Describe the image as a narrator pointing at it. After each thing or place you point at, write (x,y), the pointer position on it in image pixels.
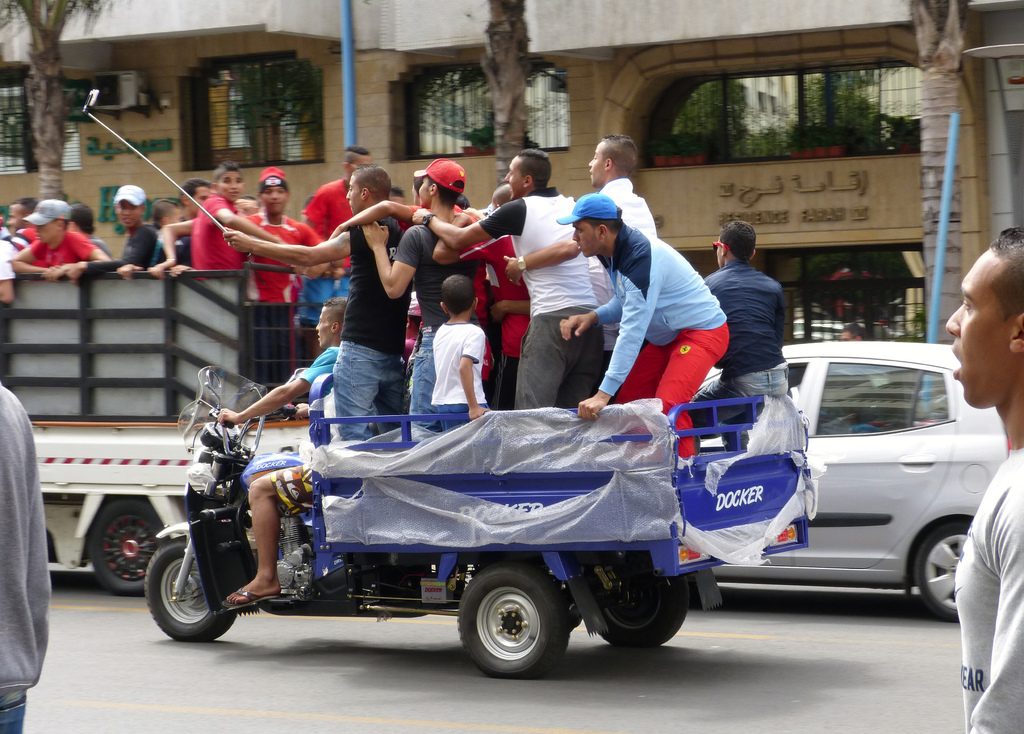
In this picture we can see the vehicles (826,445) and a group of people (376,263) are present in the vehicles (217,275) and some of them are wearing caps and taking selfie. In the background of the image (290,7) we can see the buildings (763,11), windows (487,120), trees (50,151), wall (759,177), flower pots (703,159), air conditioner (131,101), board (809,176). On the right side of the image (1011,628) we can see a man (997,518) is standing. On the left side of the image (30,612) we can see a person (25,427). At the bottom of the image (404,656) we can see the road (369,699).
